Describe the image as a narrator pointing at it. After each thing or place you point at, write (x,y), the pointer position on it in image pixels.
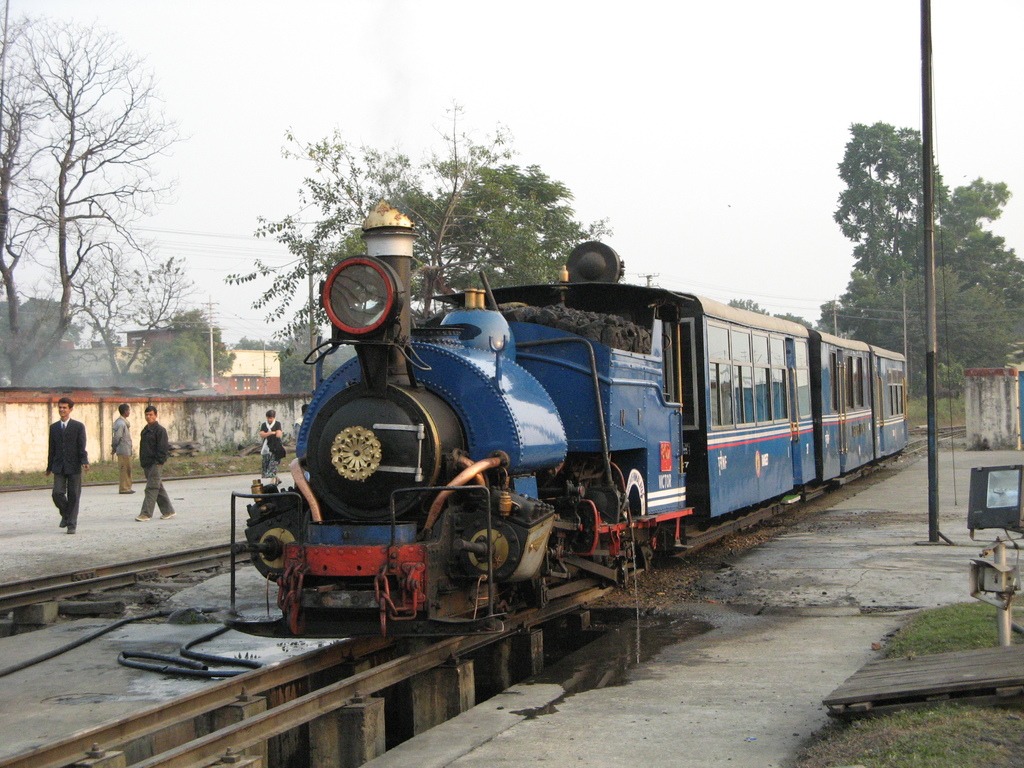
In this image we can see a train (628,429) on the track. We can also see some people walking on the pathway (176,519). On the backside (813,151) we can see some grass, poles (933,500) with wires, a group of trees (902,337), a building (275,388) with windows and the sky (809,168) which looks cloudy.
